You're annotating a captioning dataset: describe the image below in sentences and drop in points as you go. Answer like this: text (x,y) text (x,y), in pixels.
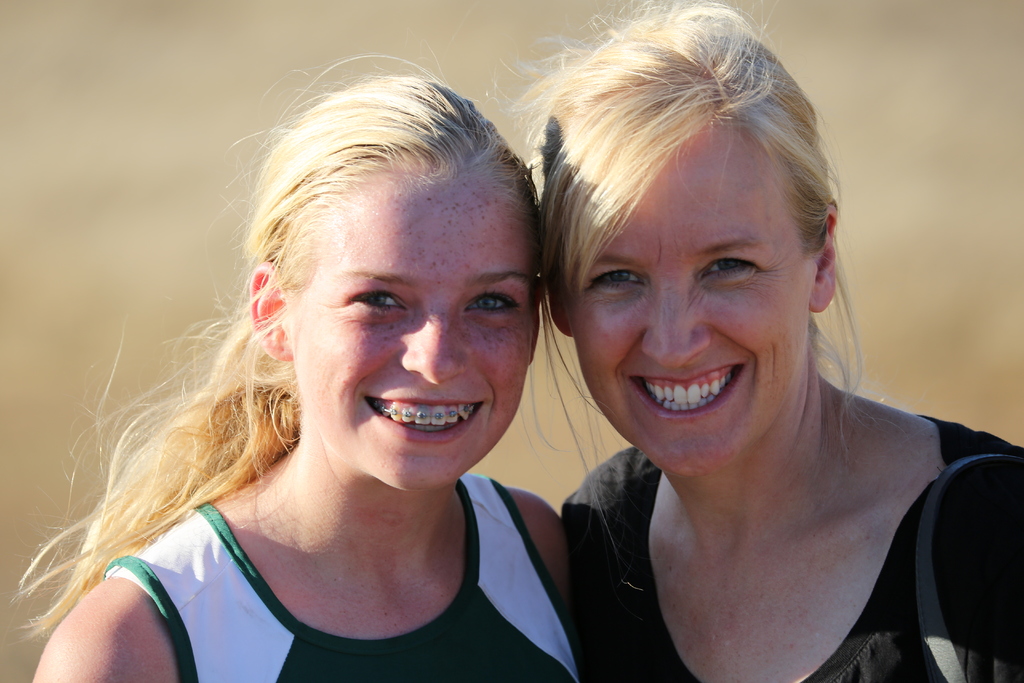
In this image we can see two ladies (609,392), and the background (998,293) is blurred.
